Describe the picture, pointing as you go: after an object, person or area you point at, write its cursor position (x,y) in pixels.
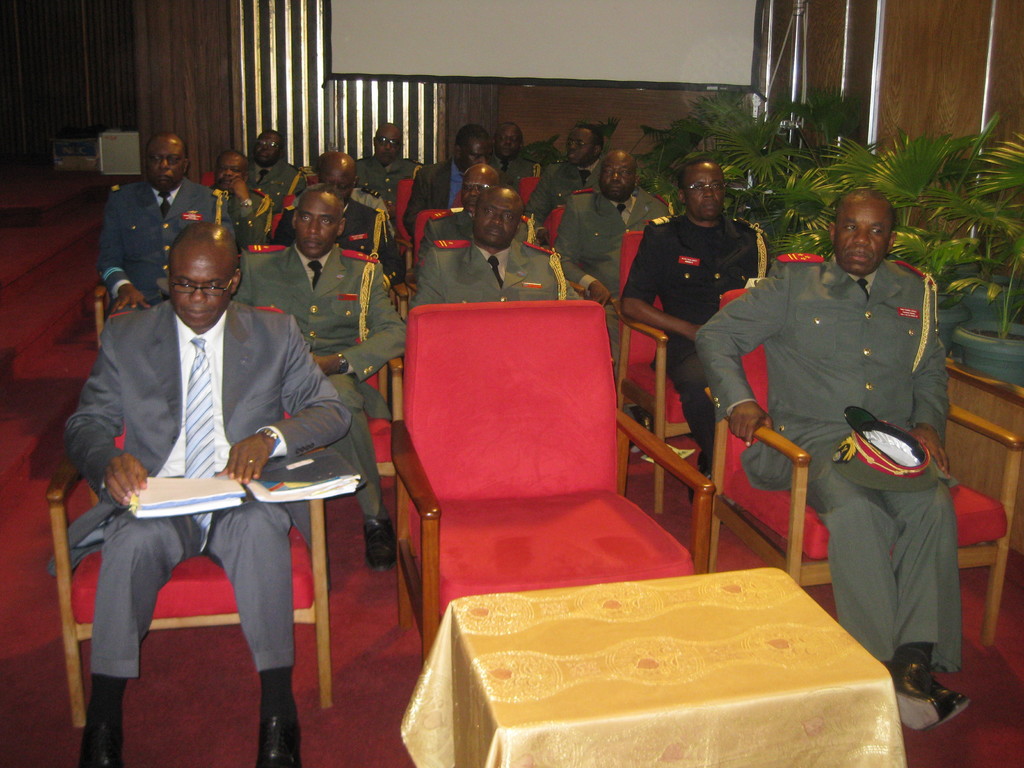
In this image, There is a table (716,674) which is covered by a yellow cloth (617,646), And there are some people (584,250) sitting on the chairs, And in the right side (955,242) there are plants (750,138) in green color and in the background (327,111) there is wall (544,118) of brown color and there is a white color poster (609,39).
